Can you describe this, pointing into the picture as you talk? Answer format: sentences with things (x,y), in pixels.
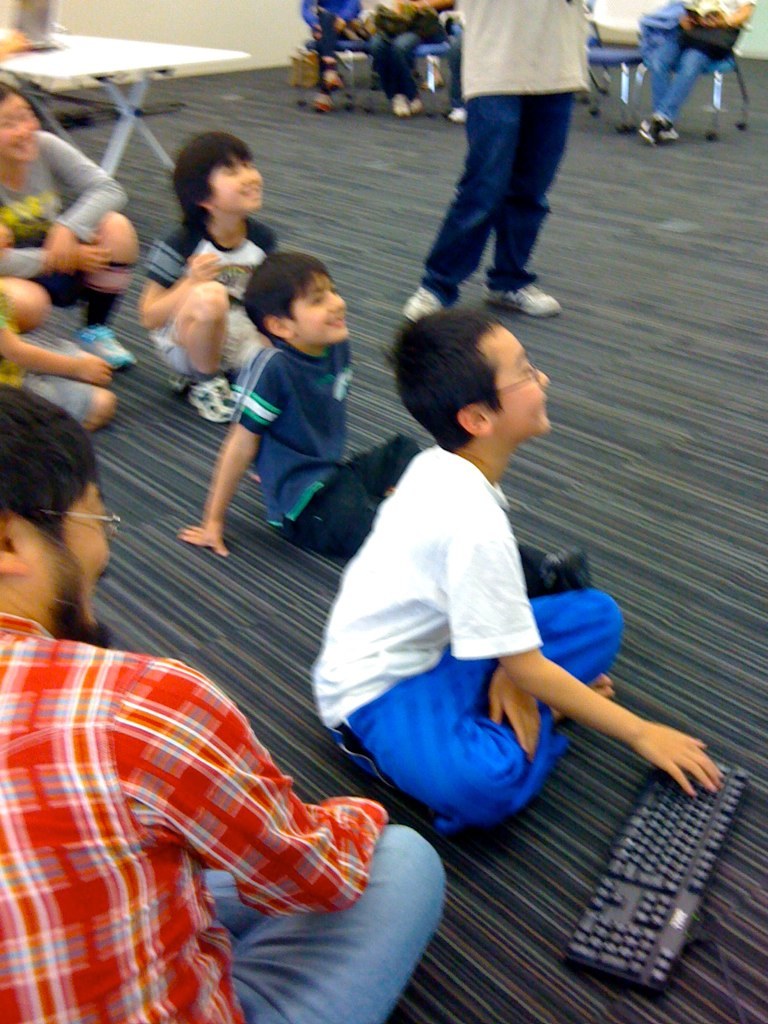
In this image we can see some group of persons (104,258), kids (310,382) sitting on the floor (331,135) and in the background of the image (430,73) there are some persons (333,62) sitting on chairs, in the foreground of the image (658,836) there is a keyboard (605,916) and background (213,17) there is a table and wall (204,22).
